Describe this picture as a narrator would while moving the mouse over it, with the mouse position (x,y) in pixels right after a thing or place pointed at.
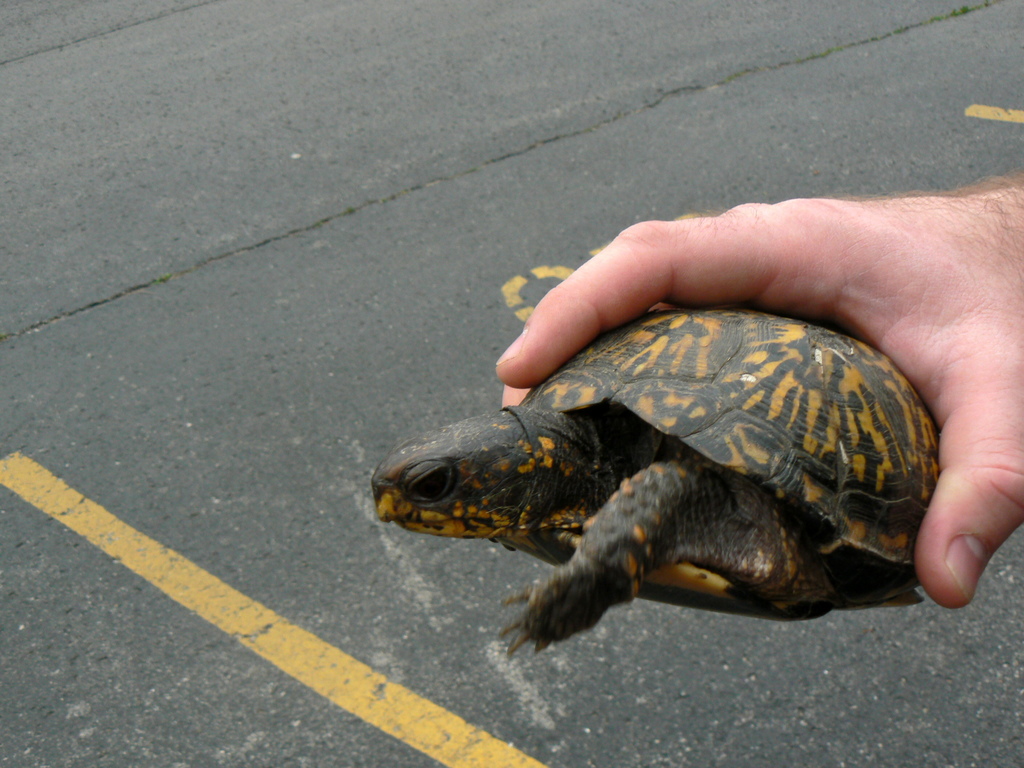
On the right side of the image (913,297), we can see a human hand (907,306) is holding a tortoise (700,380). Background (947,743) there is a road (388,693). On the road (350,392), we can see yellow color lines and some text (512,301).
